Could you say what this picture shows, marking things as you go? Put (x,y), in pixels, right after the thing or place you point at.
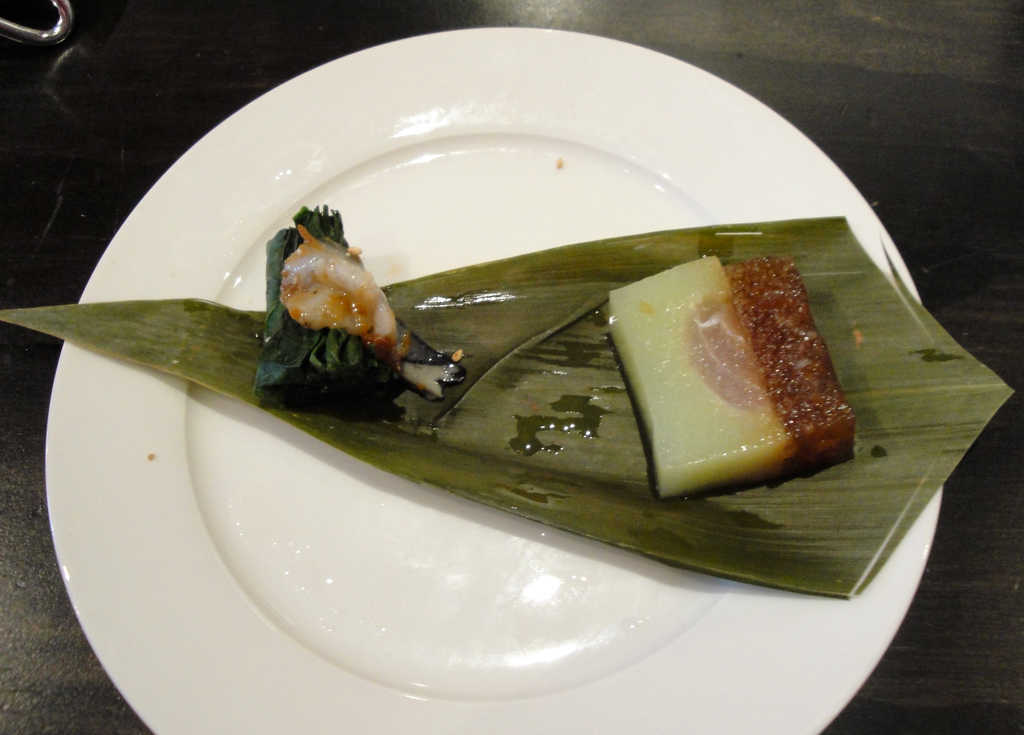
In the picture I can see the plate (517,196). At the top of the plate (268,434) I can see food item (420,346).
